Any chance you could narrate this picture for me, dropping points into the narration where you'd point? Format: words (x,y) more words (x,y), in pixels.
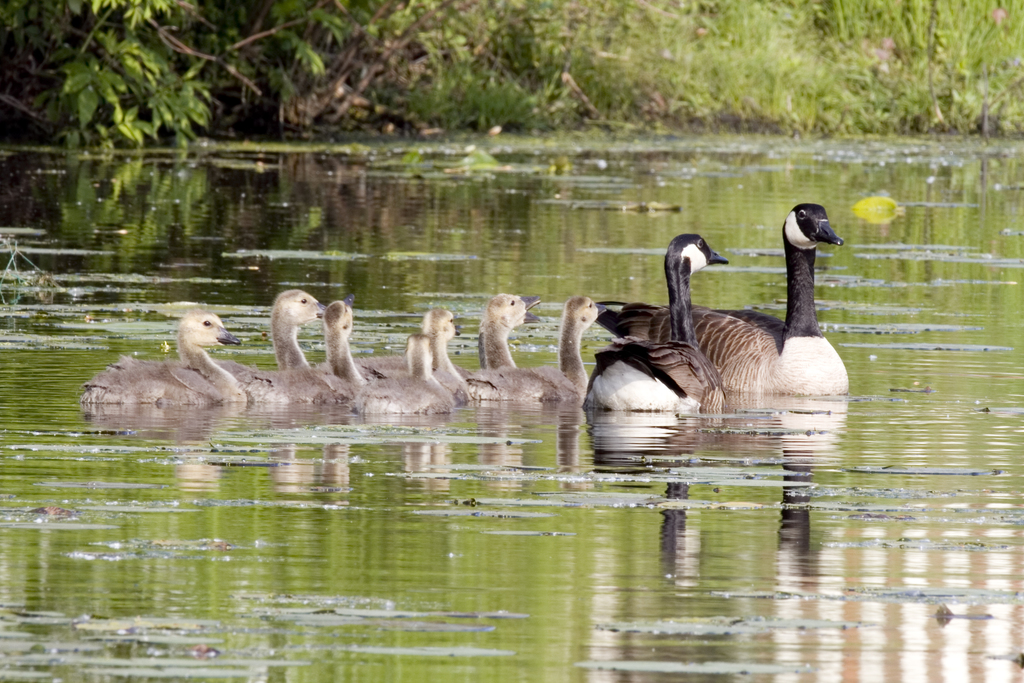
Here we can see geese (673,391) and this is water (800,398). In the background (770,90) there are plants (532,65).
